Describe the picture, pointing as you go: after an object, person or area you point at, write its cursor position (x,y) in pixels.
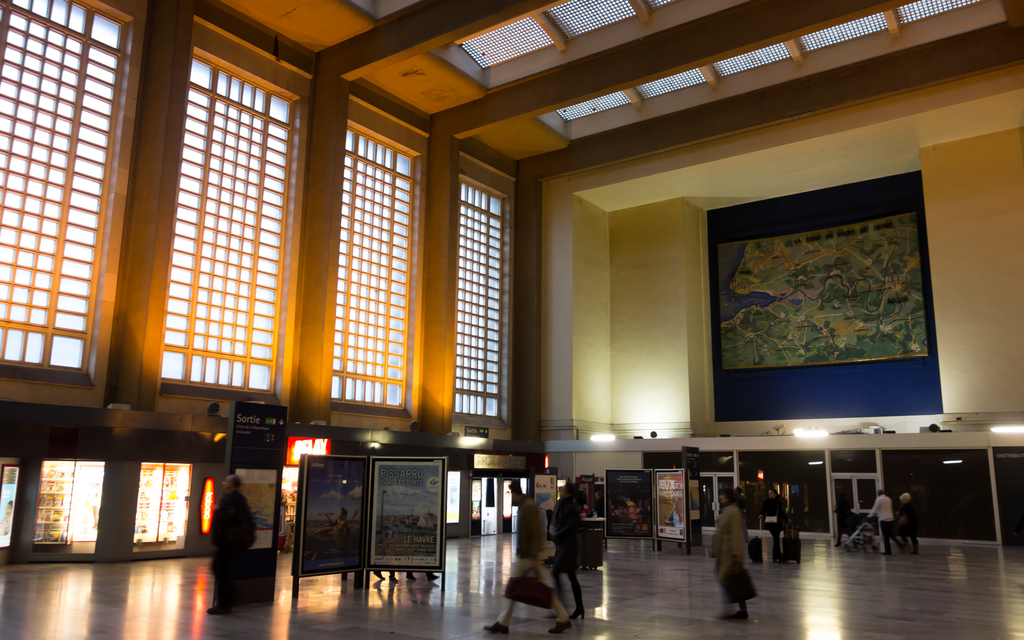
In this image I can see the inner view of the building (165,634). Inside the building (688,591) I can see the group of people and many boards (653,485). In the background (204,502) I can see many lights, windows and few more boards (764,347) to the wall (287,246).
